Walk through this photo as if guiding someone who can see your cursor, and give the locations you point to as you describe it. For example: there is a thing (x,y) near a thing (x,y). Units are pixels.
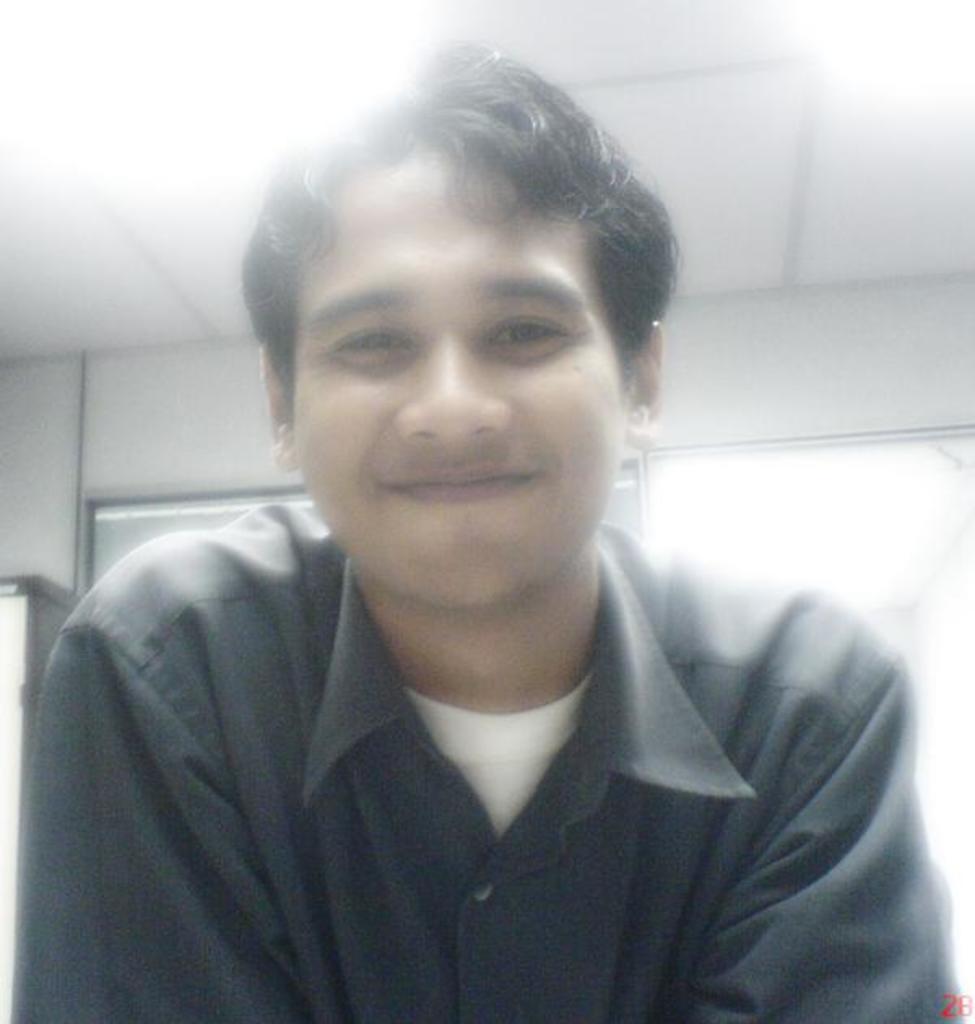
In this image we can see a person (317,327) with a smiling face (337,343).
